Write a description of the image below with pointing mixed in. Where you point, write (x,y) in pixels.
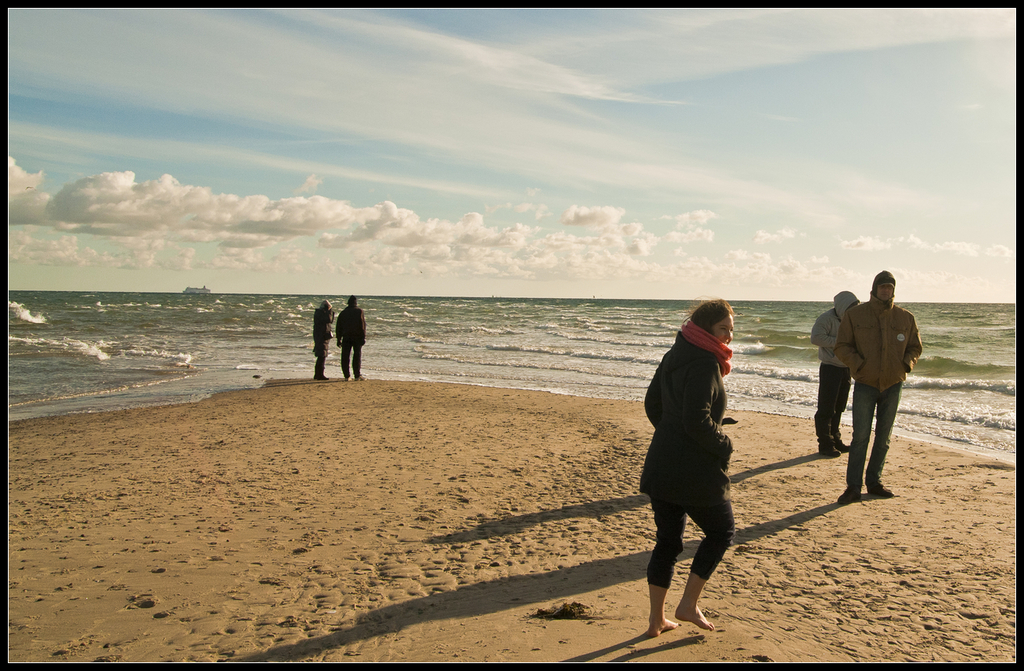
There is a sea (168,316) and in front of the sea (332,303) some people (360,351) are standing on the sand (370,441) and enjoying the view.
